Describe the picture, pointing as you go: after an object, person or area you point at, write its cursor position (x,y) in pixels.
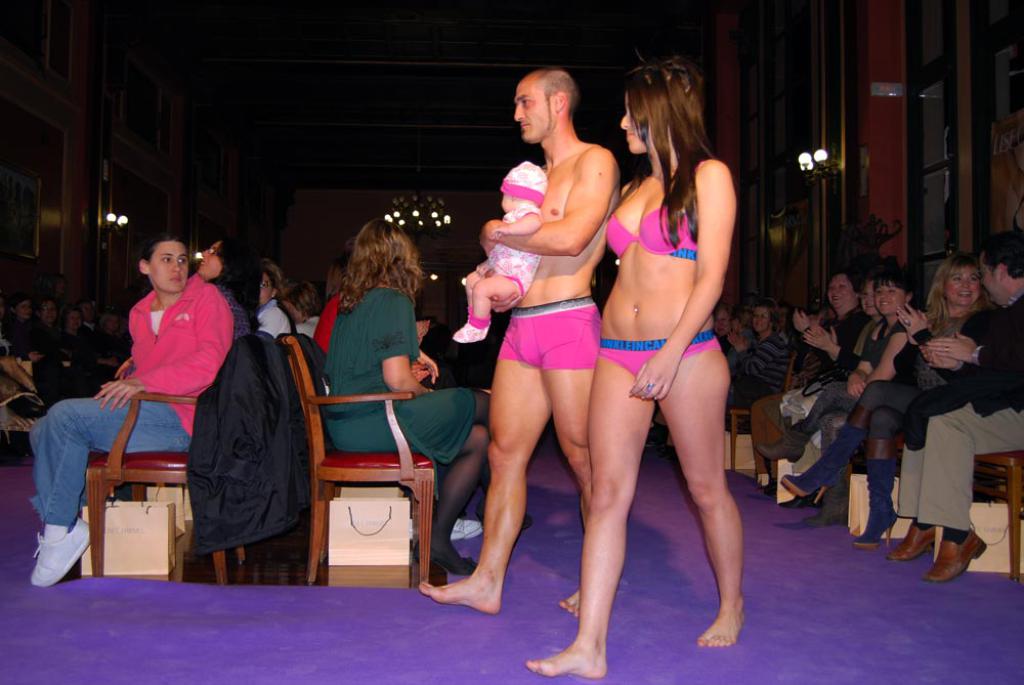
In this image there is a couple (576,336) walking and the person (499,242) holding a child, there are so many people (351,357) sitting on their chairs (304,383) and few are clapping with a smile on their face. In the background (423,227) there are a few frames (6,227) hanging on the wall (790,188) and there is a chandelier (431,206). At the top of the image (404,64) there is a ceiling (438,88).
